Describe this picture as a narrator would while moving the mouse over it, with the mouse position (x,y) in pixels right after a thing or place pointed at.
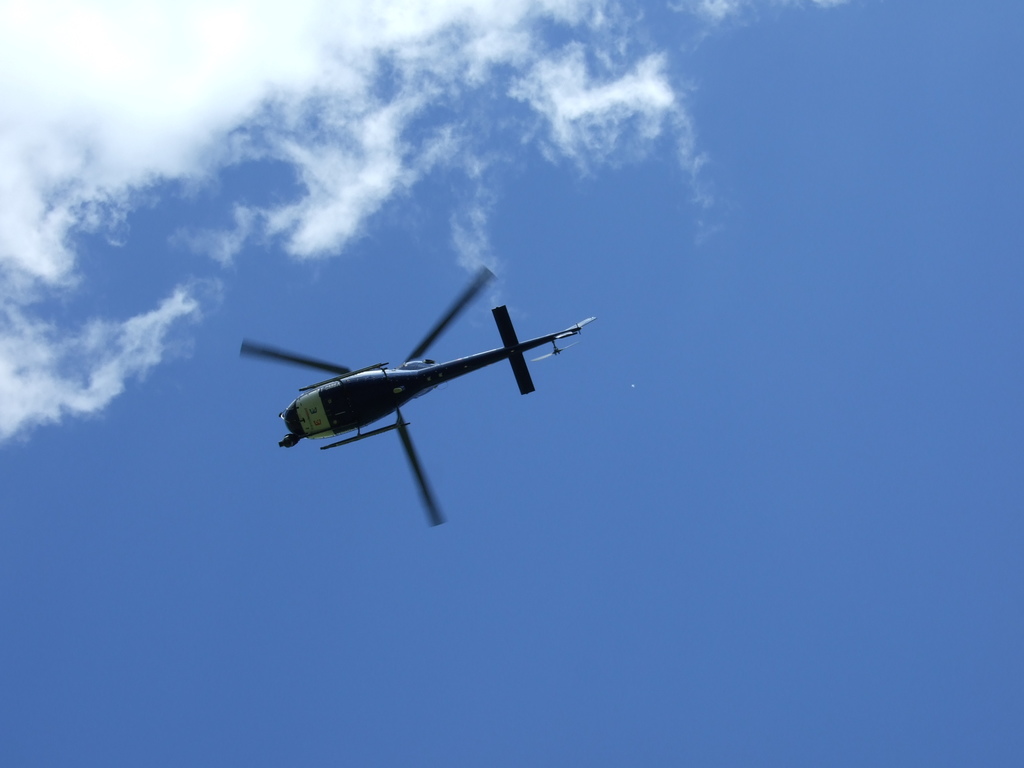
In this image I can see there is the helicopter (422,365) in blue color sky (582,420).
